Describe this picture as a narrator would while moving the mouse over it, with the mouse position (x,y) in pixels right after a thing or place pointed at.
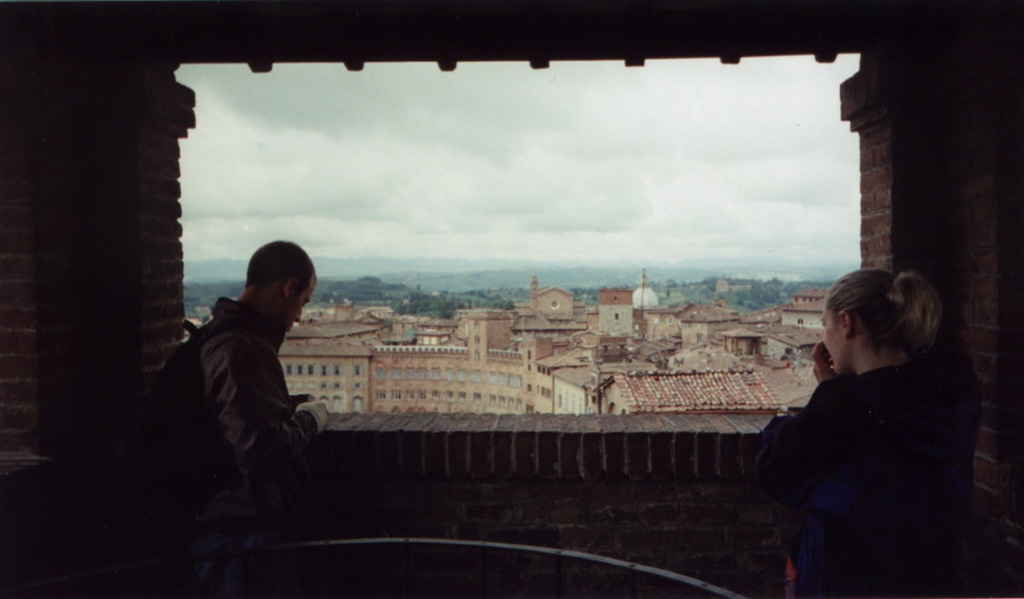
In this image, we can see a man (201,540) and a woman (912,495) standing, we can see a window (688,412), in the background (579,357), we can see some buildings (492,351) and we can see the sky (533,127).
